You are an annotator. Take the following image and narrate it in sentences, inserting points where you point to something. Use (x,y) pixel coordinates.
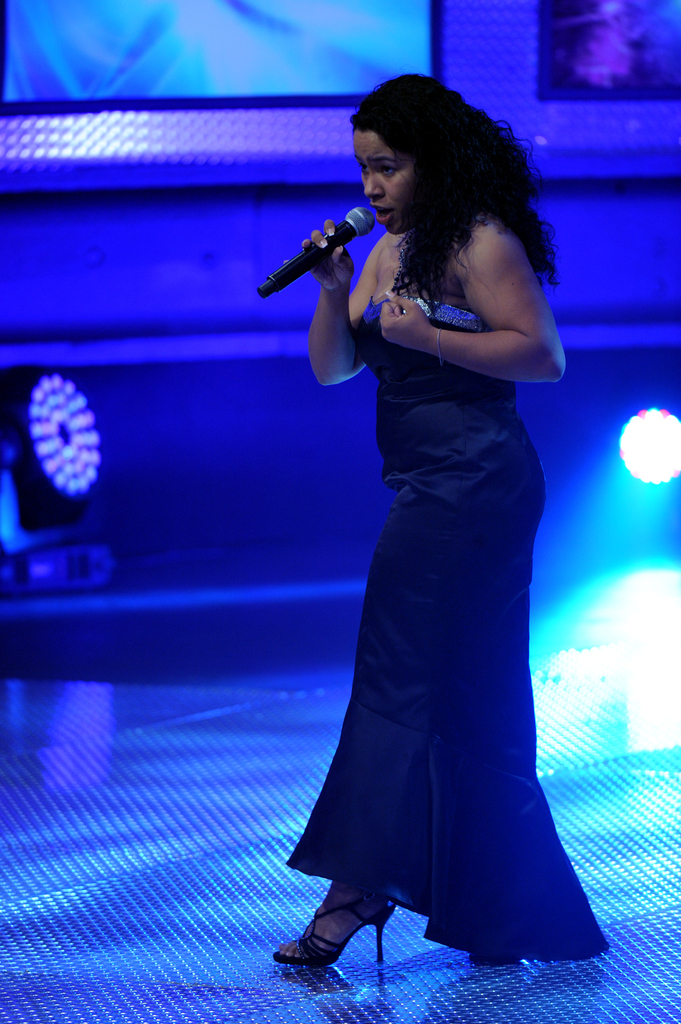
In the foreground of this image (463,506), there is a woman (436,383) in blue dress (467,414) on the stage (124,885) and holding a mic (293,268) in her hand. In the background (239,437), there is a wall (217,493) and lights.
